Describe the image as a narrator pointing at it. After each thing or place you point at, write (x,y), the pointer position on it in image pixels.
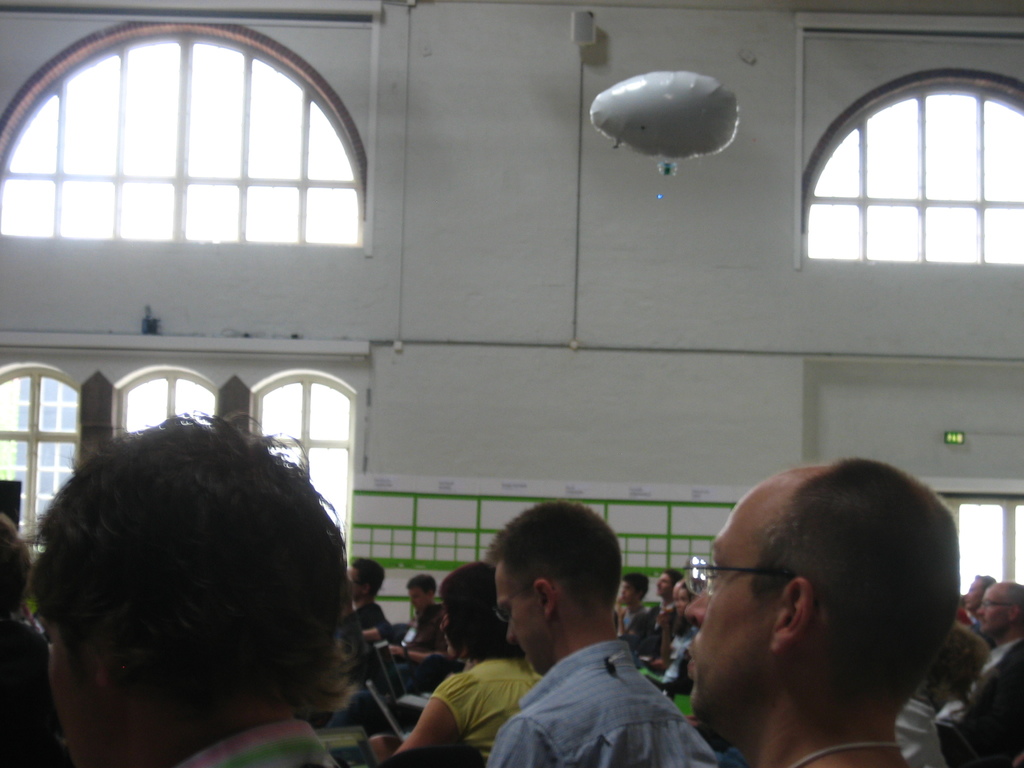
In this image I can see number of people (570,588) and on the bottom side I can see few laptops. On the top side of this image (703,86) I can see a white colour thing (622,86) and in the background (696,375) I can see the wall (437,317), windows (55,374) and a white colour board (369,490).
